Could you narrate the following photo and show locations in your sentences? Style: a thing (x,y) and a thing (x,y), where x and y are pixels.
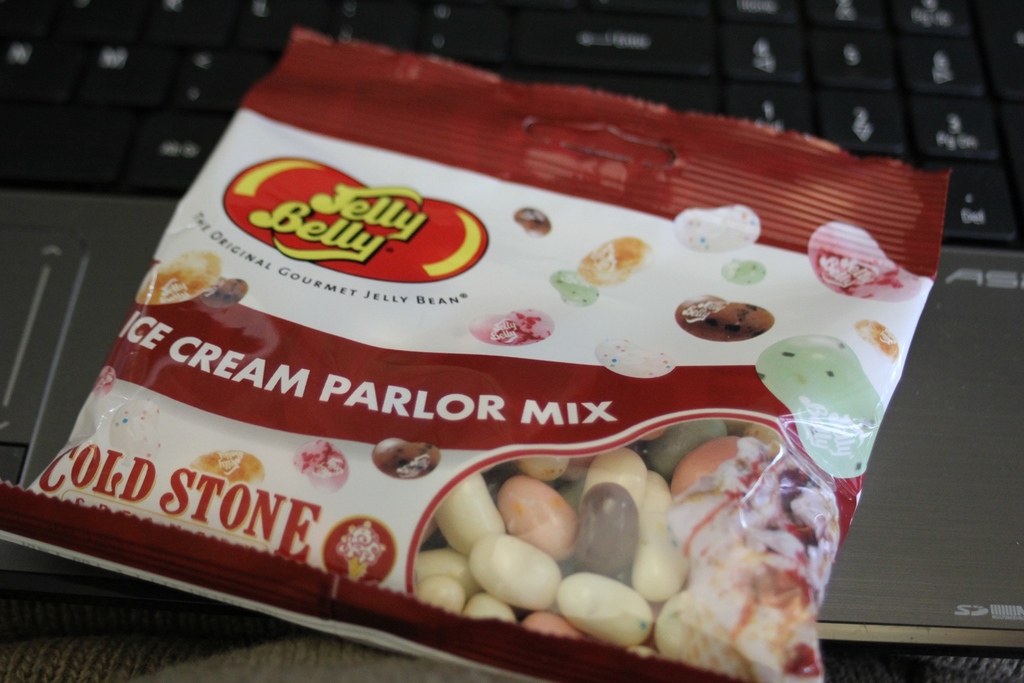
In this image I can see a laptop (758,55) which is silver and black in color and on the laptop (648,46) I can see a packet (490,249) which is brown, white, red and yellow in color.
